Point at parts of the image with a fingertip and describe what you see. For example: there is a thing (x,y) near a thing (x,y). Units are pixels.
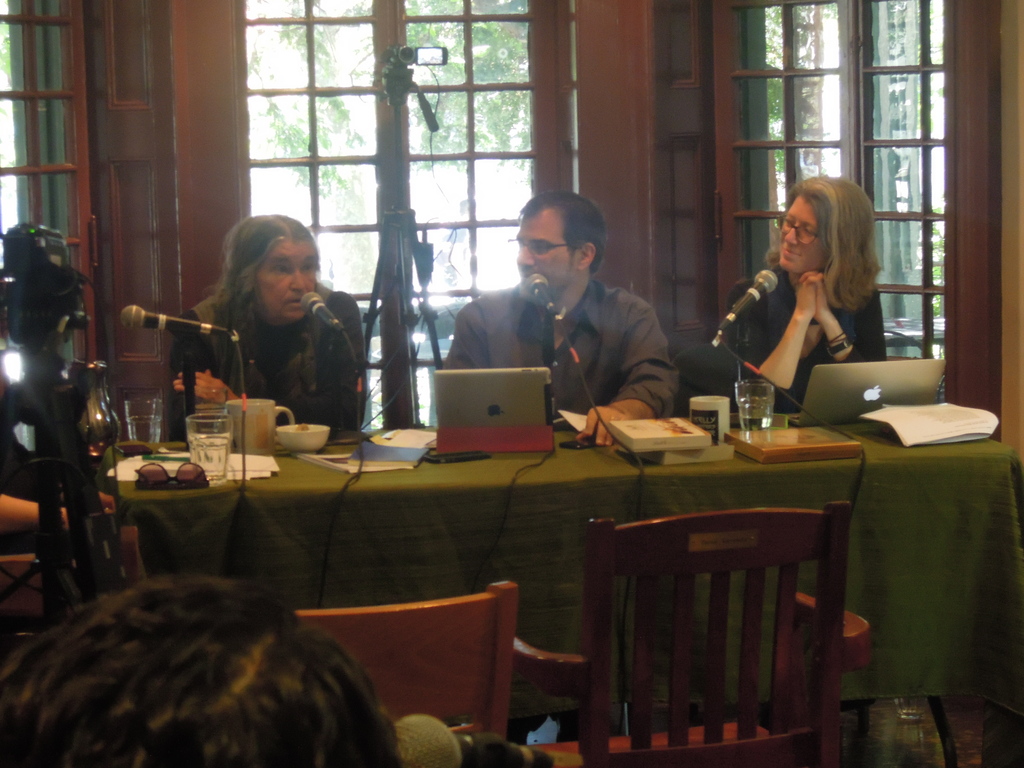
In this picture there is a table (501,501) with green color cloth (556,504) on it. On the table (479,492) there are laptops (867,389), mic (762,294), glass (737,401), book (680,423), cup (703,419) bowl (296,438) and jug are there. In front of the table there are three people (509,310) sitting. There are two chairs (479,622). To the left corner (17,308) there is a video camera (57,288). And in the background (478,91) there is another video camera (408,46) and windows (761,97).
